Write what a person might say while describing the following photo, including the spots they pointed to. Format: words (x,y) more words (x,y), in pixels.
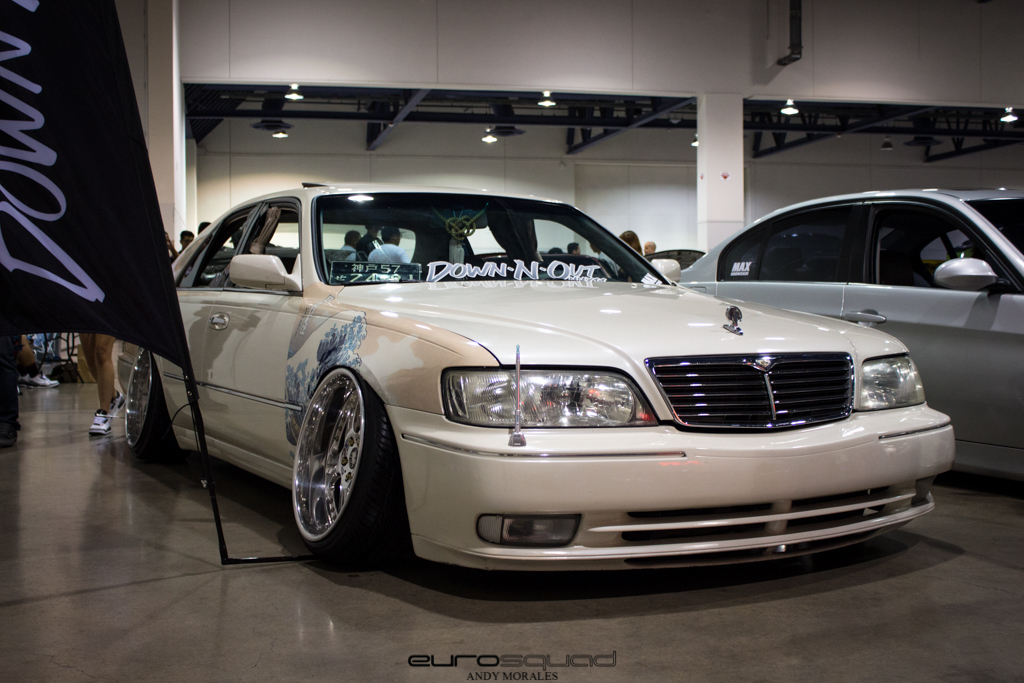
In this image in the center (466,349) there are two cars (466,349), and in the background (584,193) there are some persons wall (460,178). And on the left side (132,278) there is one flag (142,331) and a pole (208,473). At the bottom (124,578) there is walkway (961,512), and at the top (356,98) there are some lights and some poles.
